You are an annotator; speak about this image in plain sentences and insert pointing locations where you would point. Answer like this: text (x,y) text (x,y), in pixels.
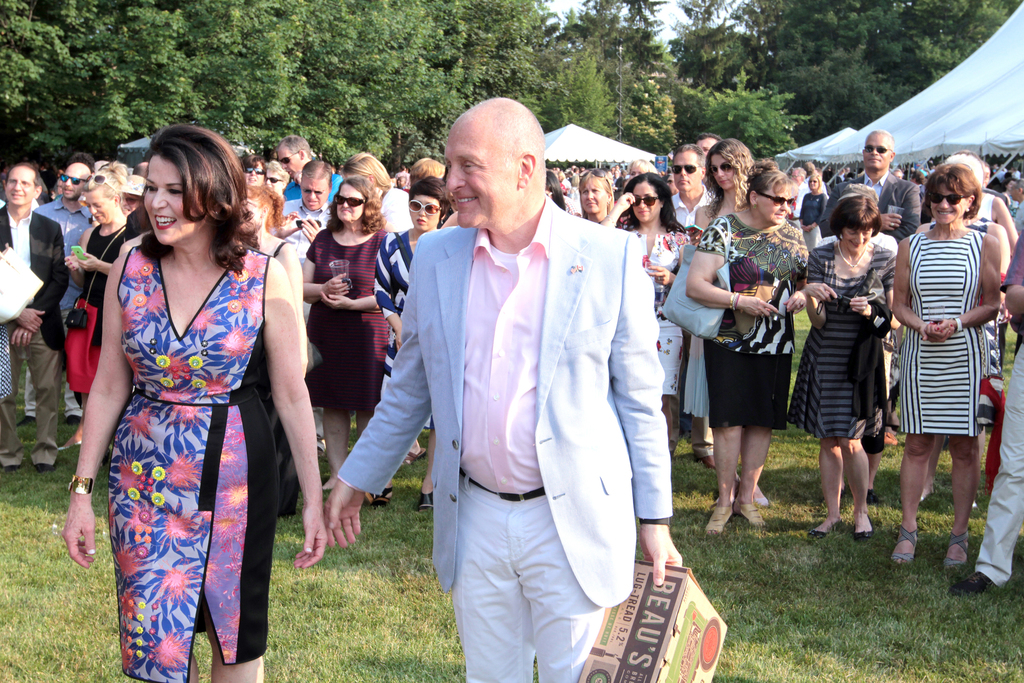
There are group of people (165,482) and this man (567,547) holding a box (618,681) and we can see grass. In the background (567,49) we can see tents (942,111), trees (746,111) and sky (667,33).
